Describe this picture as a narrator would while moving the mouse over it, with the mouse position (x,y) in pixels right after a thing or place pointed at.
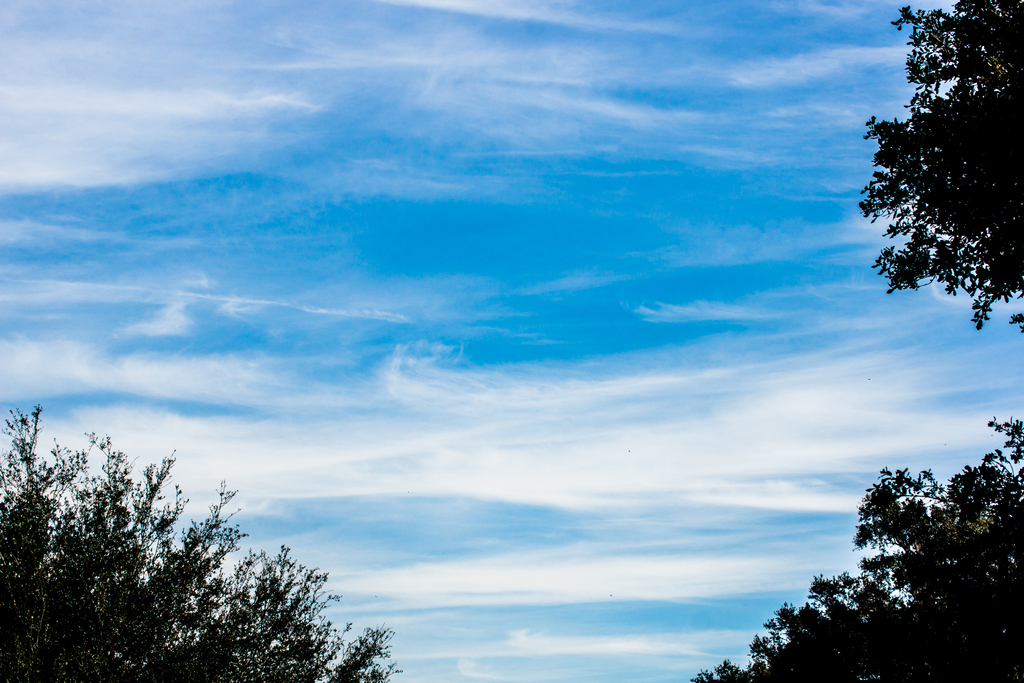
In the image there are trees (887,662) on either side and above its sky (547,193) with clouds (318,389).
